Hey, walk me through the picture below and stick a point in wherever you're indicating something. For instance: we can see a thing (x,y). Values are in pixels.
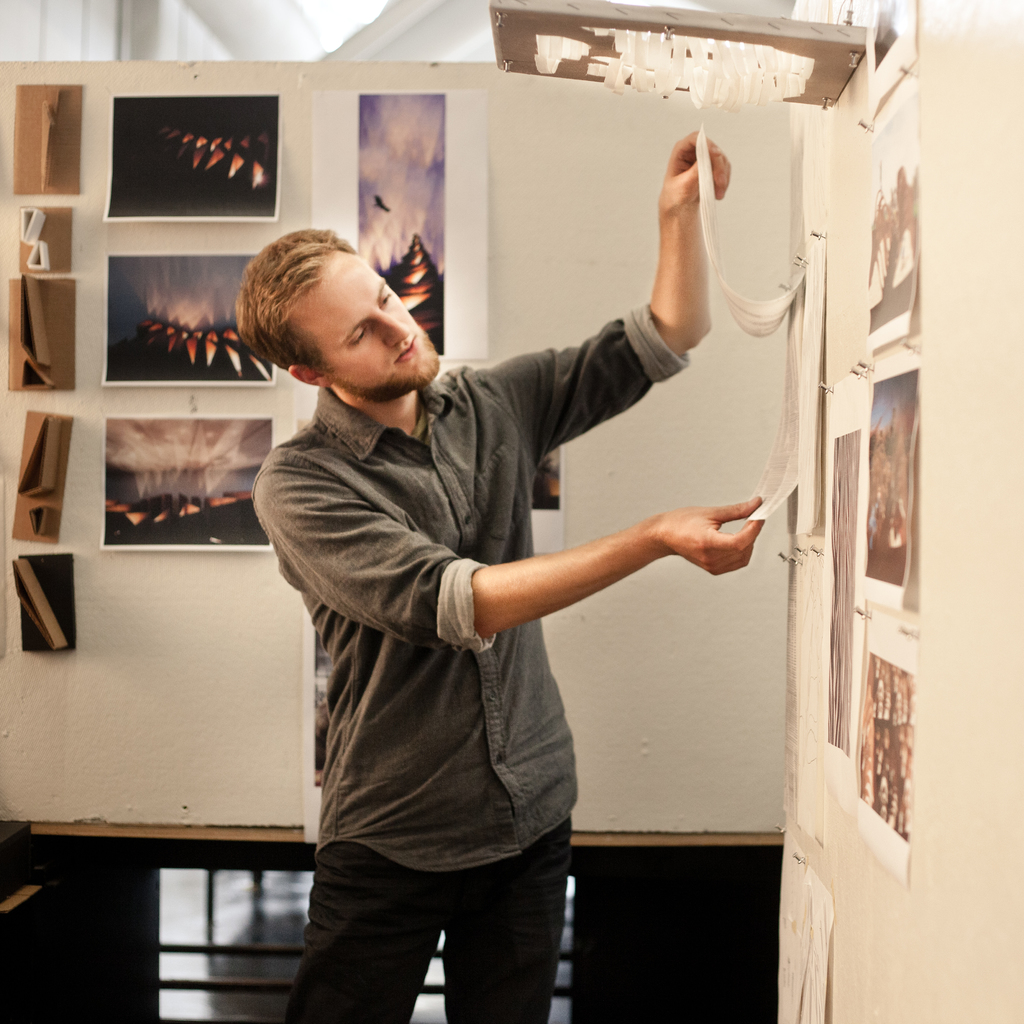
Here I can see a man (365,763) standing, holding a paper strip (793,393) and looking at that. On the right side (898,619) there are few posters (889,481) attached to the wall (964,335). In the background (140,344) some more posters (191,181) are attached to the wall (496,179). At the top of the image (609,45) there is a board (540,26).
